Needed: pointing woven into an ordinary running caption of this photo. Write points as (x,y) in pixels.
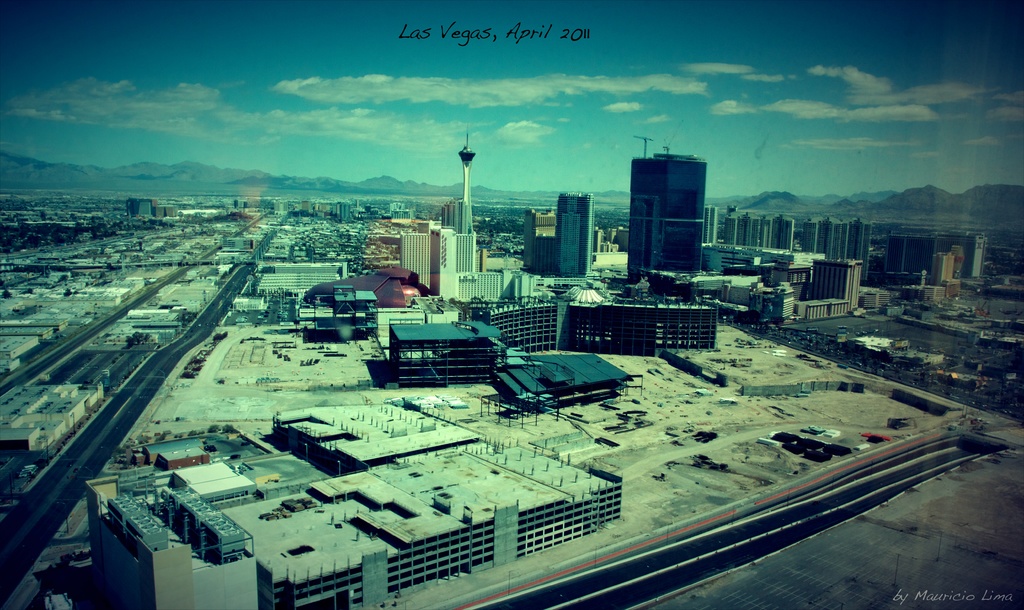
In this image I can see a top view of a city (125,361). I can see roads (133,382), buildings (363,324), a tower (469,236), mountains (1023,200). At the top of the image (189,76) I can see the sky (623,79) and some text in the center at the top (594,38).
